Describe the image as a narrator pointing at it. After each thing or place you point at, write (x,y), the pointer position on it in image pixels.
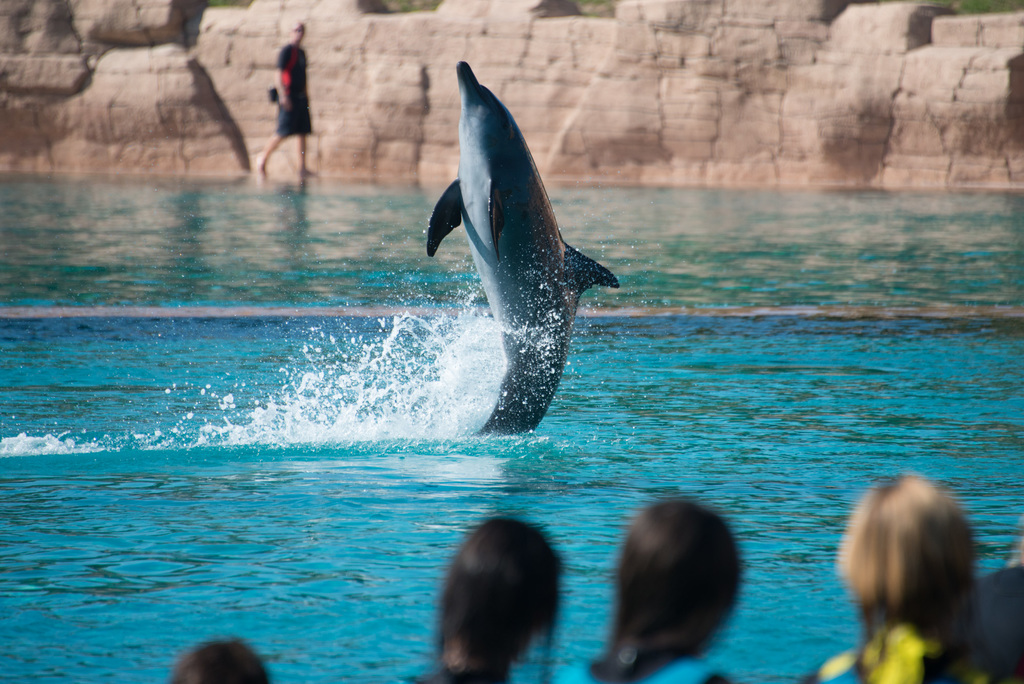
In this picture there is a black color dolphin (509,252) jumping from the water (614,396). Behind there is a man (269,152) wearing t-shirt (299,88) and shorts (305,133) walking. In the front (512,600) there are four girls (498,611) watching the Dolphin fish (538,360).
